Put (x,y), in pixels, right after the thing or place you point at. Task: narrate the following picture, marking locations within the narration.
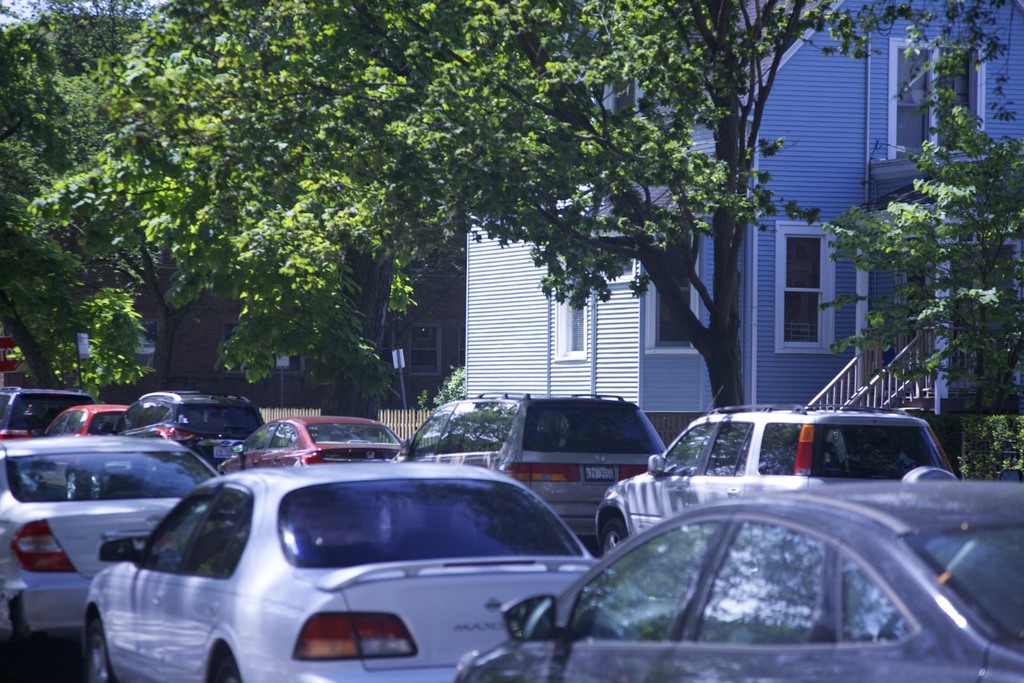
In this image there are many cars (331,539) on the road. Beside the cars (598,405) there are trees (977,408), plants (942,309) and hedges (975,430). Behind them there are buildings (522,247).
